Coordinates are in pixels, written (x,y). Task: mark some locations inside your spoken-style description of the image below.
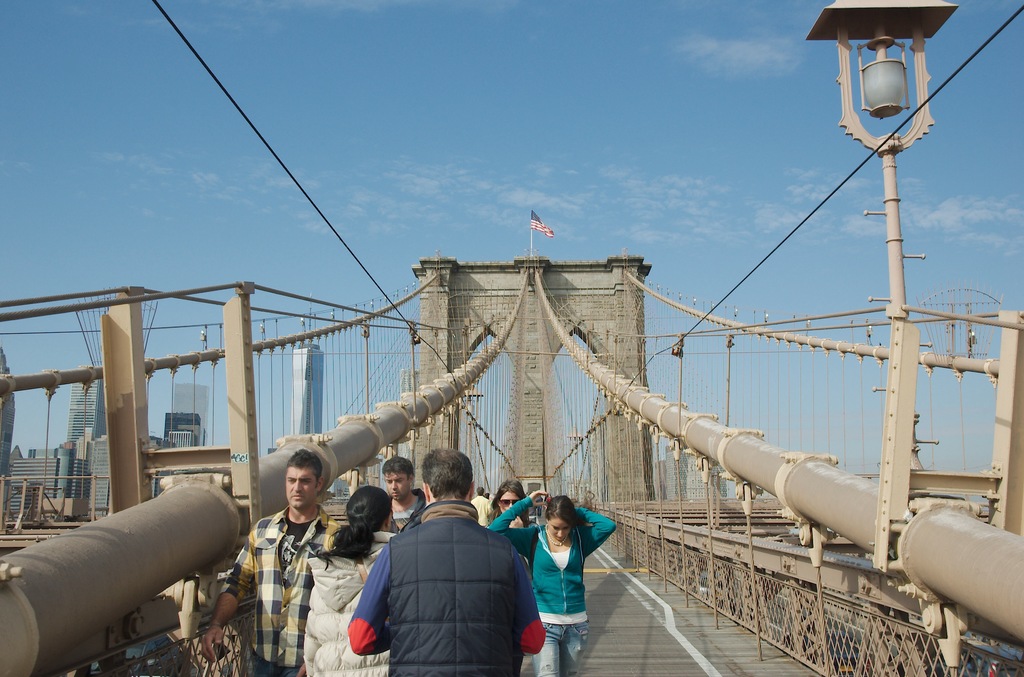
In this image I can see number of people (369,515) are standing. I can see few of them are wearing jackets (506,609). In the background (404,389) I can see few poles (901,391), wires (297,296), buildings (7,445), a light (874,76) over here and a flag (538,219). I can also see clouds (774,212) and the sky (545,96).
